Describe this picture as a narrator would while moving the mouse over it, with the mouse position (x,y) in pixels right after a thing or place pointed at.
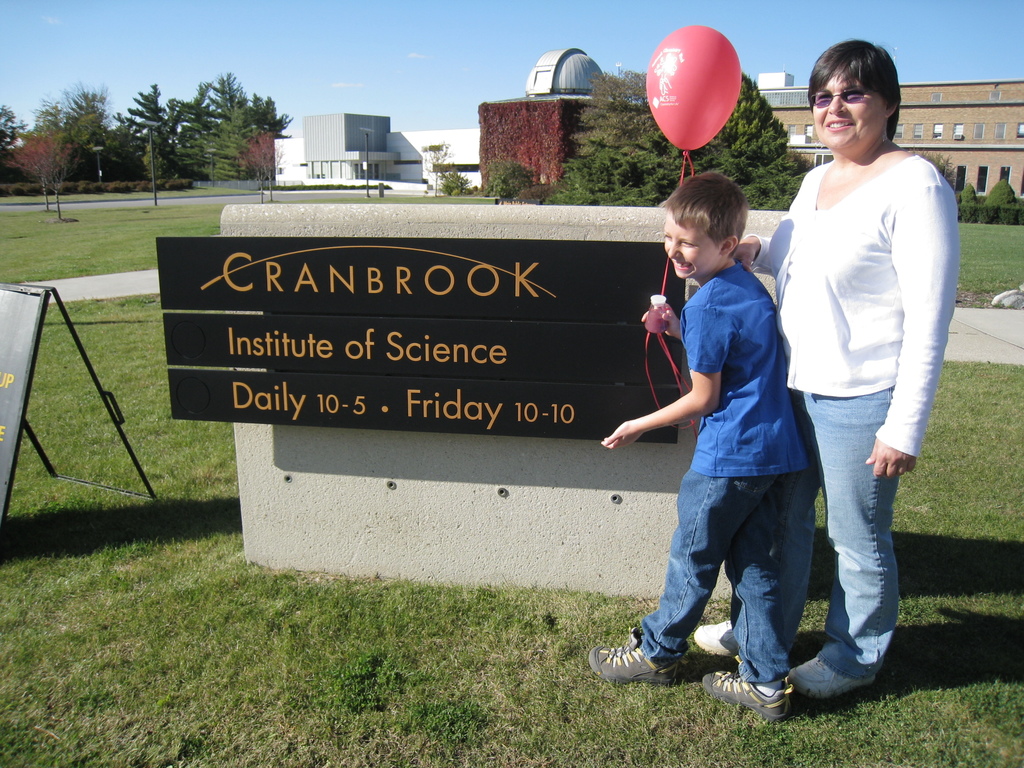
In this image we can see a boy (701,370) holding the balloon (673,112) and a small bottle (653,322) and standing and smiling. We can also see a woman (827,348) wearing the glasses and smiling. We can see some informational board (14,441) and also the text boards (418,276) attached to the wall (504,503). In the background (396,163) we can see the buildings (481,132), trees (591,138), road (138,204) and also the sky (584,41). At the bottom (269,616) we can see the grass (836,725).
